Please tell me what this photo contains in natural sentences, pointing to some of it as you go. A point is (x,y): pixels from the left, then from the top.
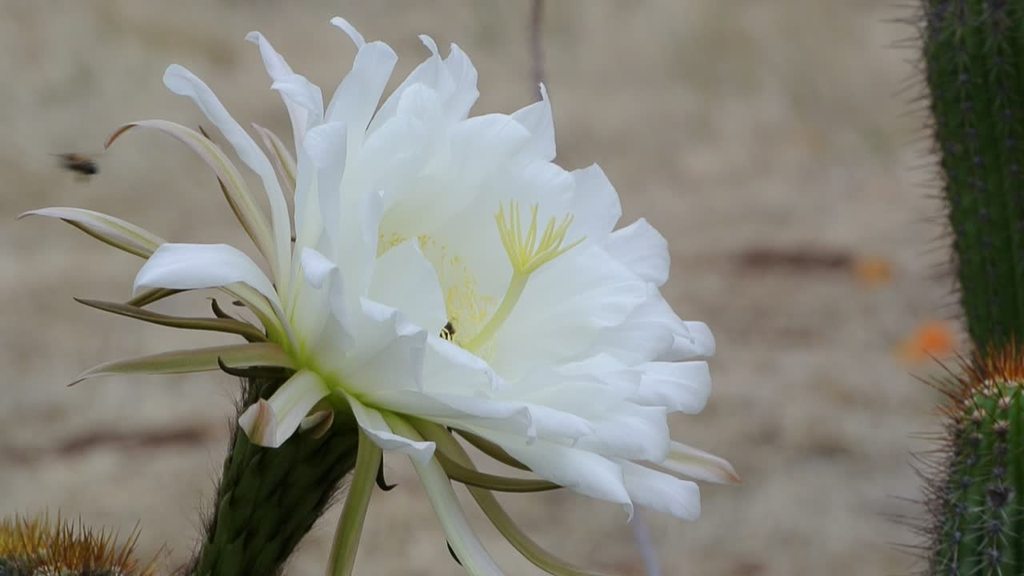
Here in this picture we can see a close up view of a white colored flower (306,245) present on a plant (244,467) and beside that we can see other plants (977,502) also present and we can see the back ground (669,201) is in blurry manner.
